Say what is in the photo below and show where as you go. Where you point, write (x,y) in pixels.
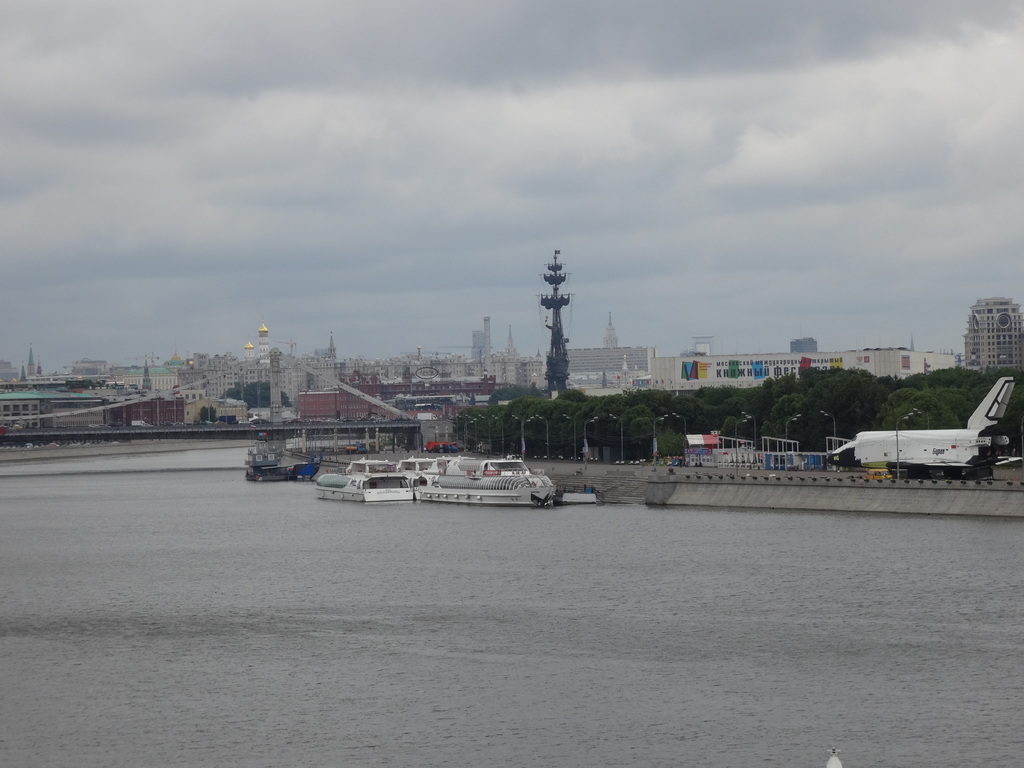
In this picture I can see boats (475,499) in the water (435,602) and I can see buildings (327,385), few trees (769,382) and I can see few pole lights (786,439) and a cloudy sky (399,177).
